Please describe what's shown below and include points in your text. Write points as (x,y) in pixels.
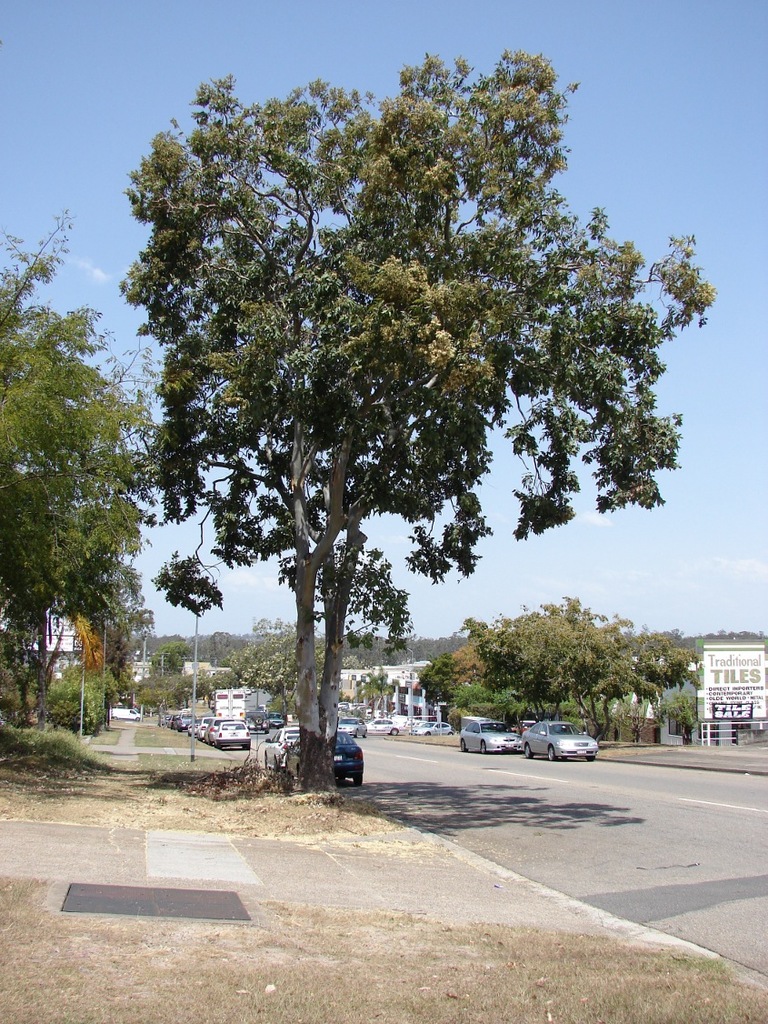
In this image we can see group of vehicles (234,715) parked on the road (425,764). To the right side of the image (729,681) we can see a signboard (733,693) with some text (733,693). In the background (656,742), we can see a group of buildings (415,695), trees (269,690) and the sky (684,483).
